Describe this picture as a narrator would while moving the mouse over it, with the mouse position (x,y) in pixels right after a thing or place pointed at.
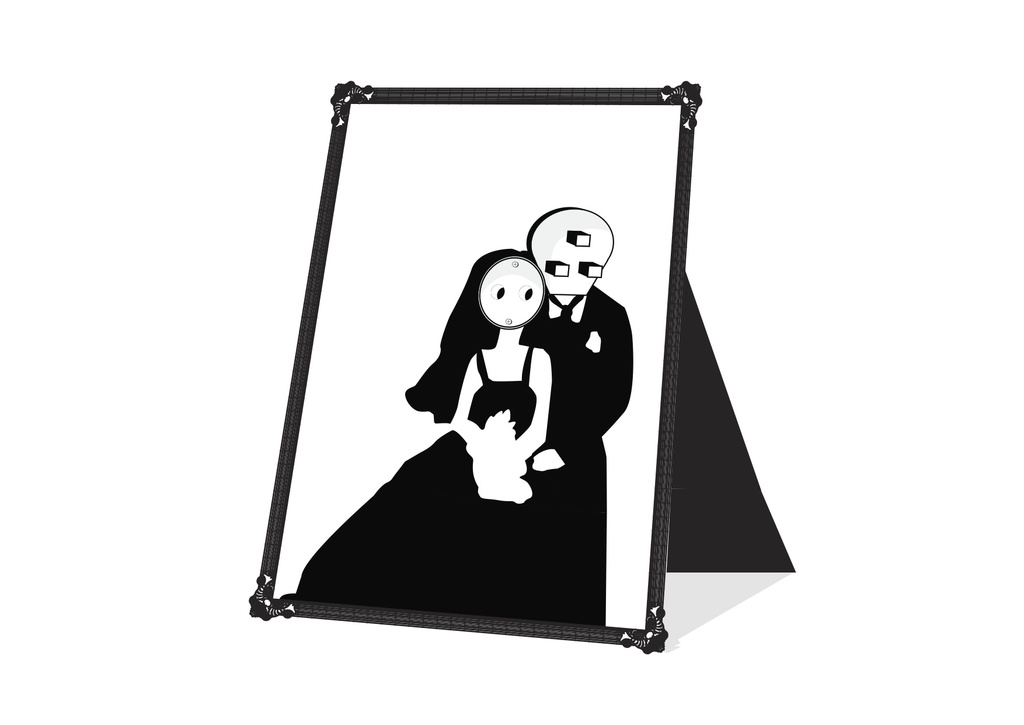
In this image we can see a board (481,153) on which there are the cartoon pictures (563,365) of a man (611,344) and a woman (468,340).
